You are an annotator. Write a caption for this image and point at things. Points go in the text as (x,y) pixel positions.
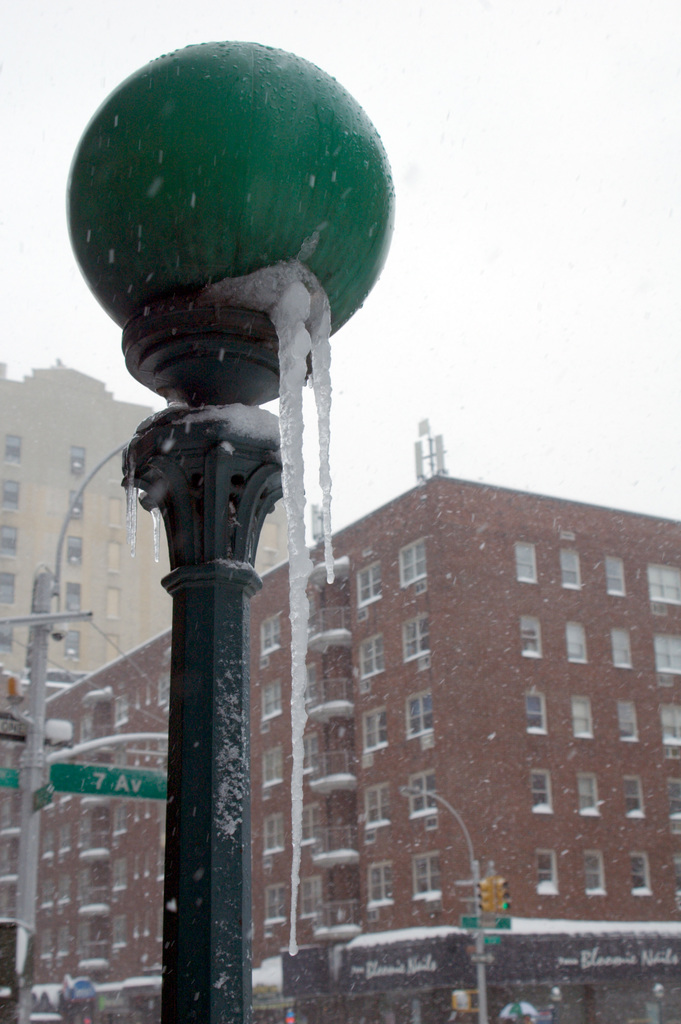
In this image we can see a street pole (235,782), street light (241,195), buildings (377,697), traffic signals (490,891), sky (501,229) and stalls (380,983).
